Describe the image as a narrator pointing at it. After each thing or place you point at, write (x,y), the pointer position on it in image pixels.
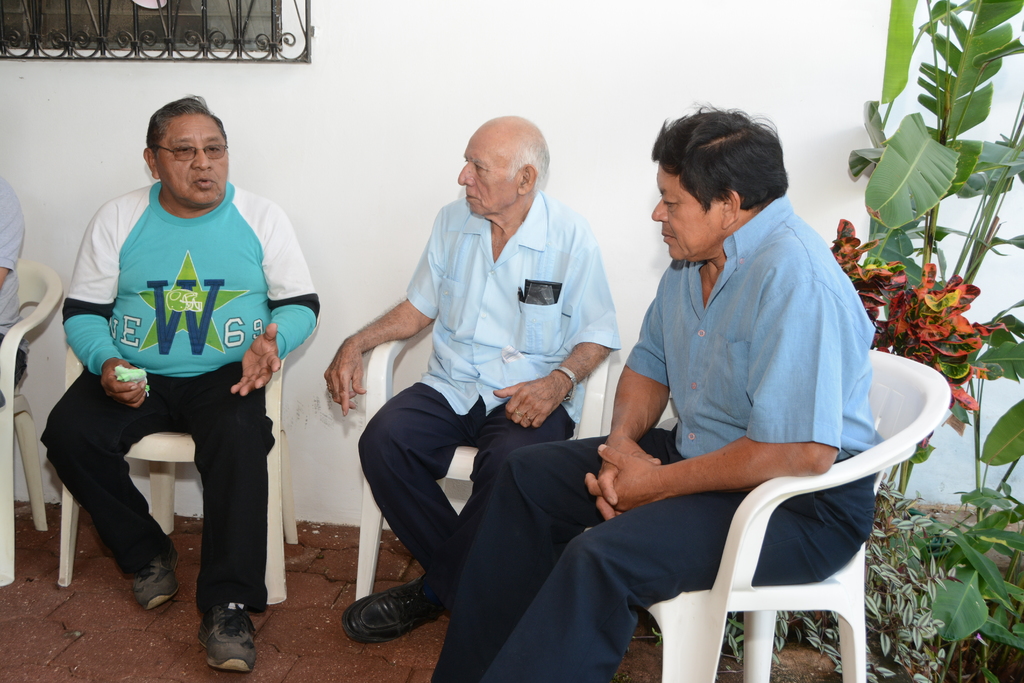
In this image I can see three men (429,319) are sitting on a chair (399,346). On the right side (935,246) I can see a plant (969,173) and a white wall (444,73).
